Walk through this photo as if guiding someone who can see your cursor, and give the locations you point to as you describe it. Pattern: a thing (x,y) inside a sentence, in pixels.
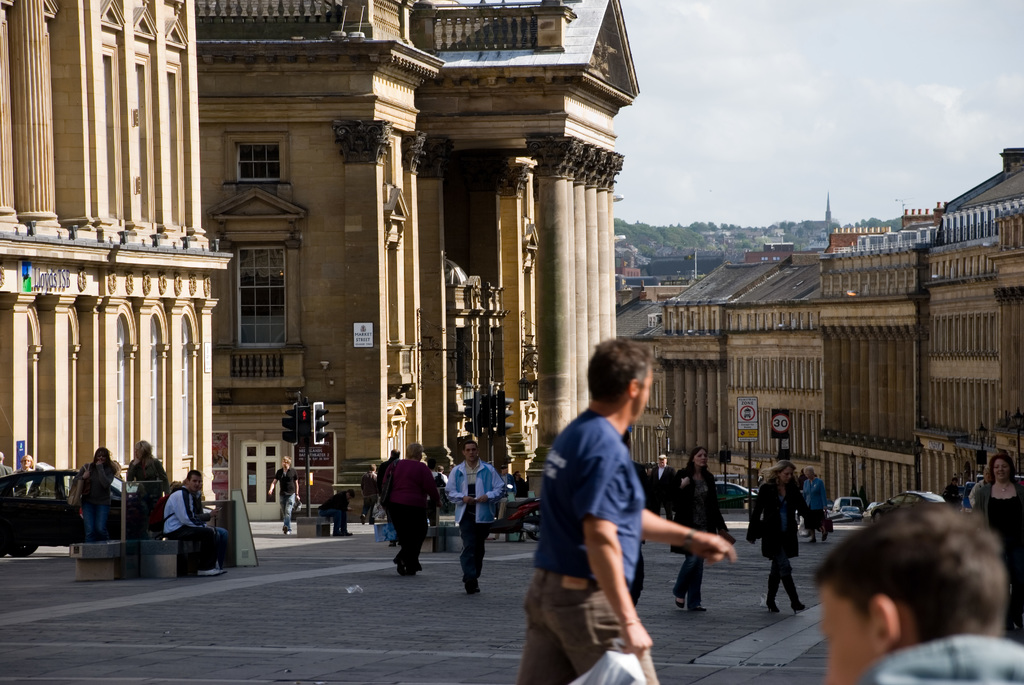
Few people (597,645) are walking. Buildings (983,408) with windows (279,167). Far there are trees (742,230). A board (365,346) is on the wall (268,186). These are sign boards (749,421). Vehicles (847,501) are on the road (810,548).
